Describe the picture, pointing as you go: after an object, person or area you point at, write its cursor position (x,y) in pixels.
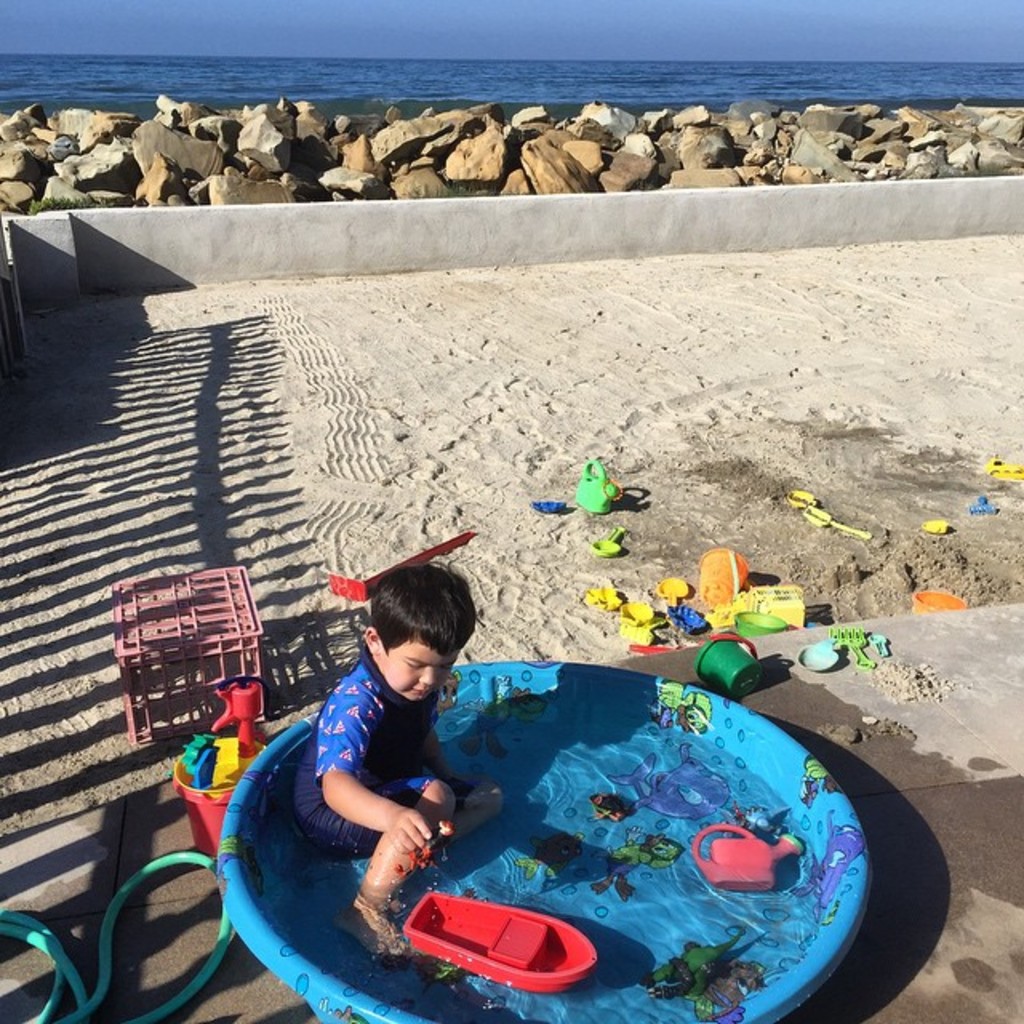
In this image we can see a kid (407,746) and few objects (741,855) in the water tub (662,841), there are few objects (668,587) on the ground (318,621), there is a pipe (228,924) beside the tub (273,889) and there are rocks (460,132), water (579,97) and the sky (612,48) in the background (592,41).
